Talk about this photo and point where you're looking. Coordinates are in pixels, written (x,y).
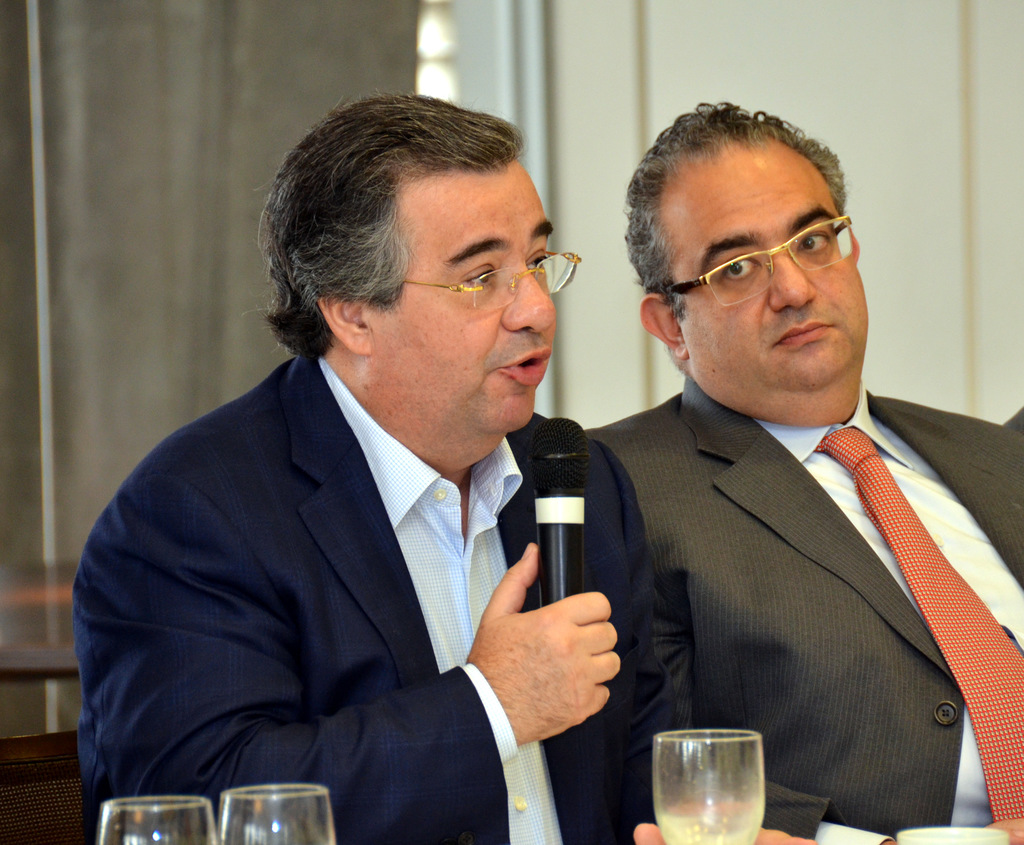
2 people (446,537) are sitting wearing suit (387,649). the person (445,609) at the left (328,685) is holding a microphone (555,496) and speaking. in front of them there are glasses (663,777). at the back (275,66) there are curtains (282,116) and a wall (754,81).
